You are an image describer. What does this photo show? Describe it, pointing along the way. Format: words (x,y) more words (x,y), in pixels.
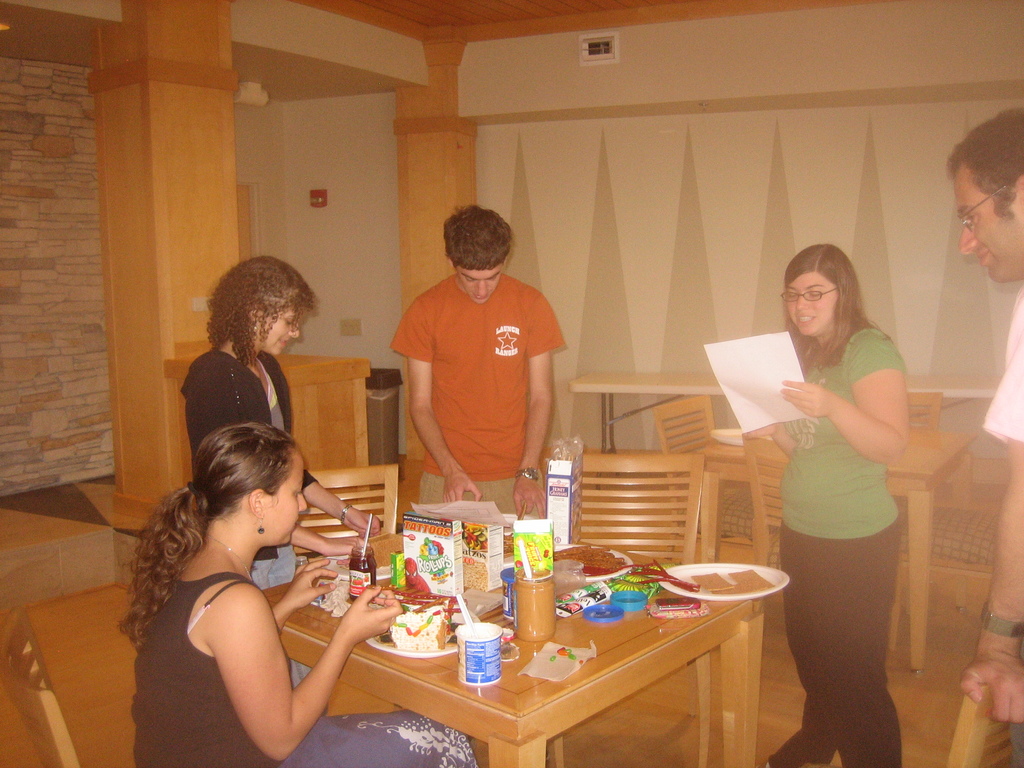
There are four people (504,331) standing and one women (280,642) sitting on the chair (37,692). This is a table (591,665) with some food items (440,612) and some objects (595,618) on it. I can see some empty chairs (646,471). This looks like a dustbin (379,408). This is a pillar (159,288).
